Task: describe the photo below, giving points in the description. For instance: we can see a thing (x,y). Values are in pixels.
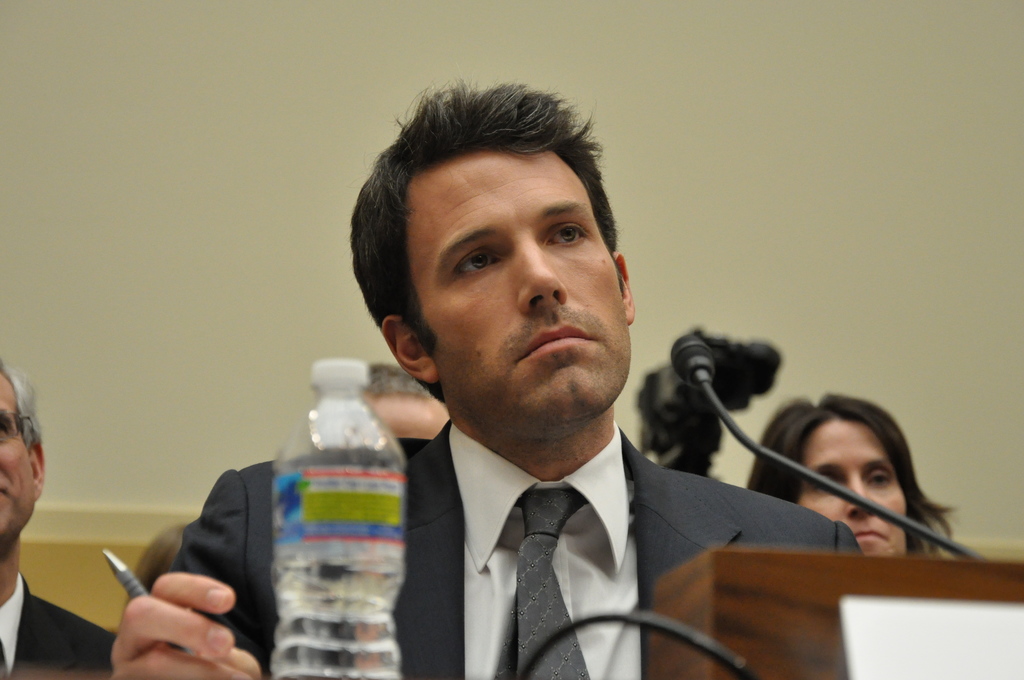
A man (493,213) is sitting in a conference room (723,445) with few people (23,466) behind him.
